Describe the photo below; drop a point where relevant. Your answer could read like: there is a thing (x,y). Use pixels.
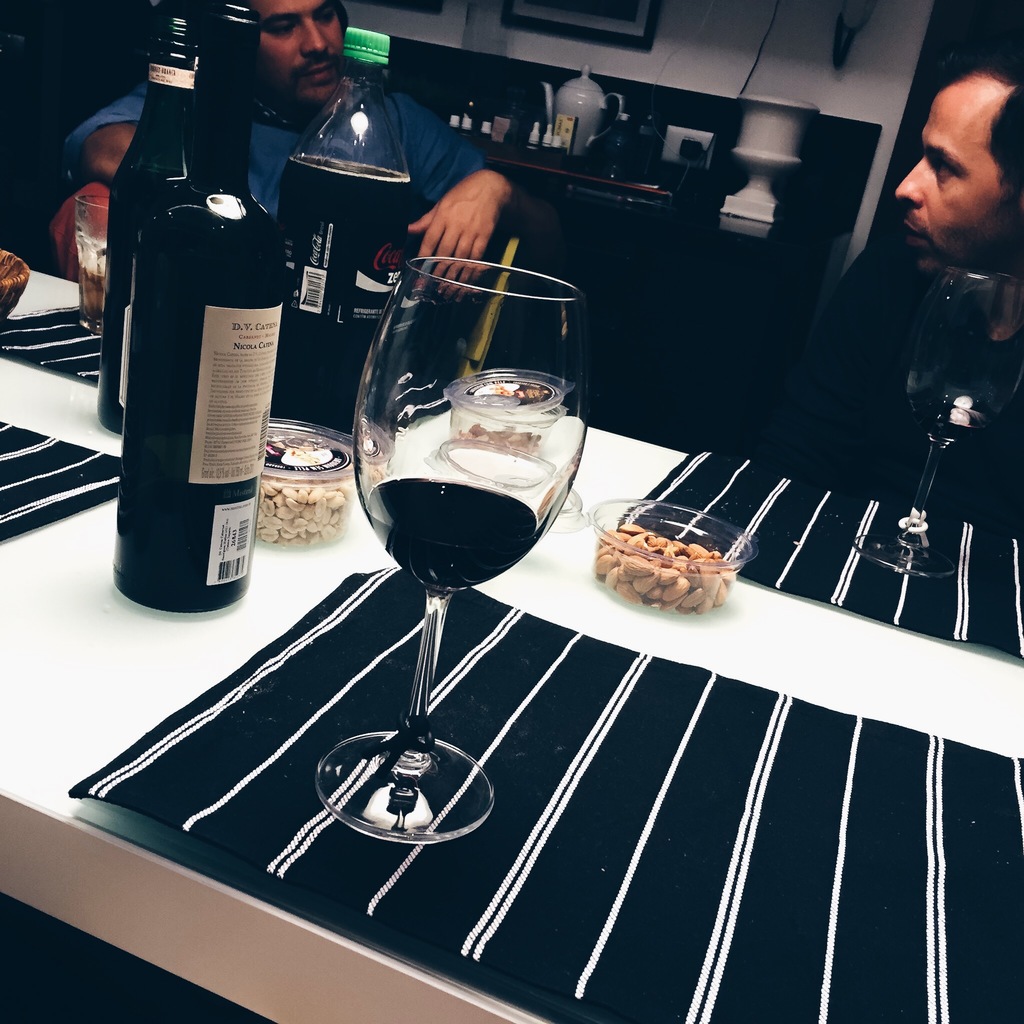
On the background (824,74) we can see a wall (783,58) and photo frames (648,21) over a wall (761,22). this is a platform (584,159) and on the platform (564,152) we can see a jar (603,108) and bottles (617,152). here we can see two men (273,161) sitting on chairs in front of a table (68,642) and on the table (185,642) we can see dry fruits boxes (693,594), bottles (223,478) and a glass of drinks (384,503) and table mats (748,816).
